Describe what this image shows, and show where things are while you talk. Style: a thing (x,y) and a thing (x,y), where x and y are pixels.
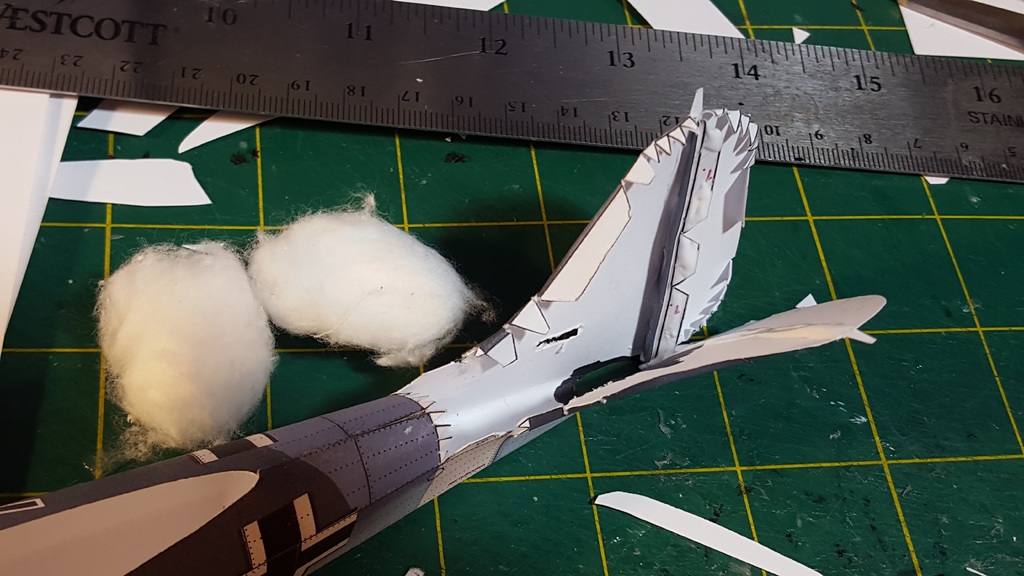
In this image we can see scale (278,96), cotton balls (236,307) and an object (526,384) on a platform (949,483).
